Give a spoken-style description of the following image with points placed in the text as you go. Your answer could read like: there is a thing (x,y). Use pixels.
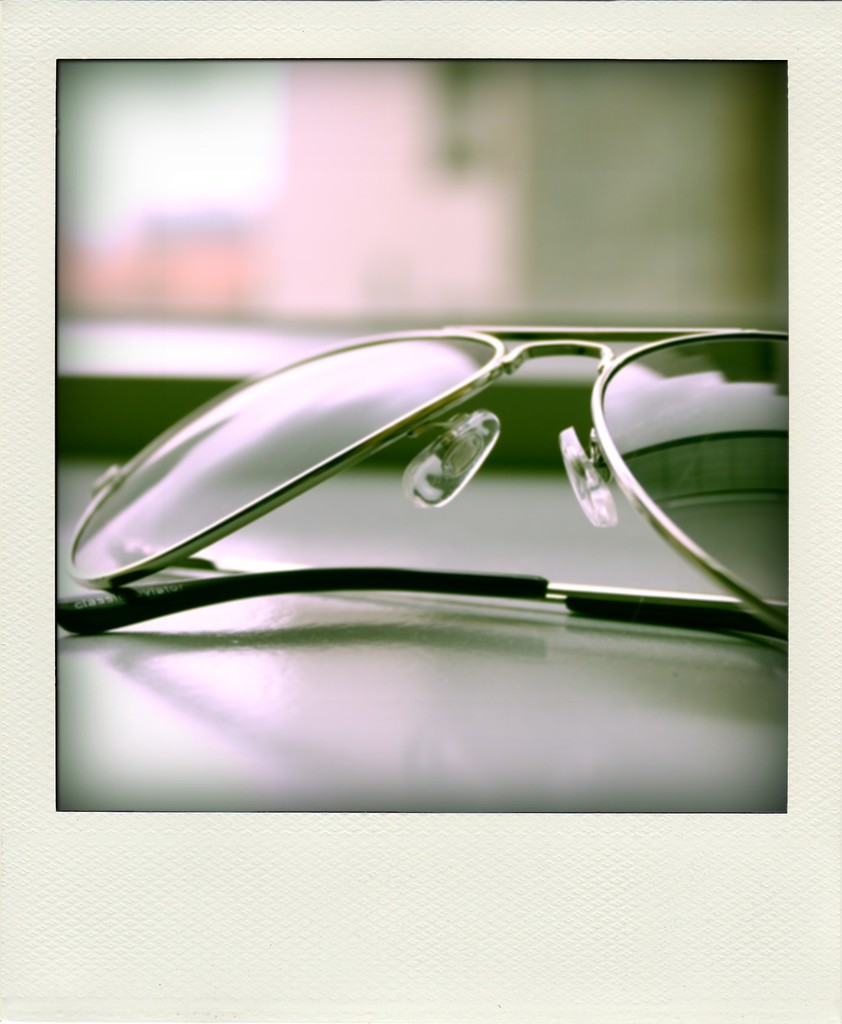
In this pictures I can see sunglasses (452,477) on the table (430,698) and I can see blurry background (381,125).
